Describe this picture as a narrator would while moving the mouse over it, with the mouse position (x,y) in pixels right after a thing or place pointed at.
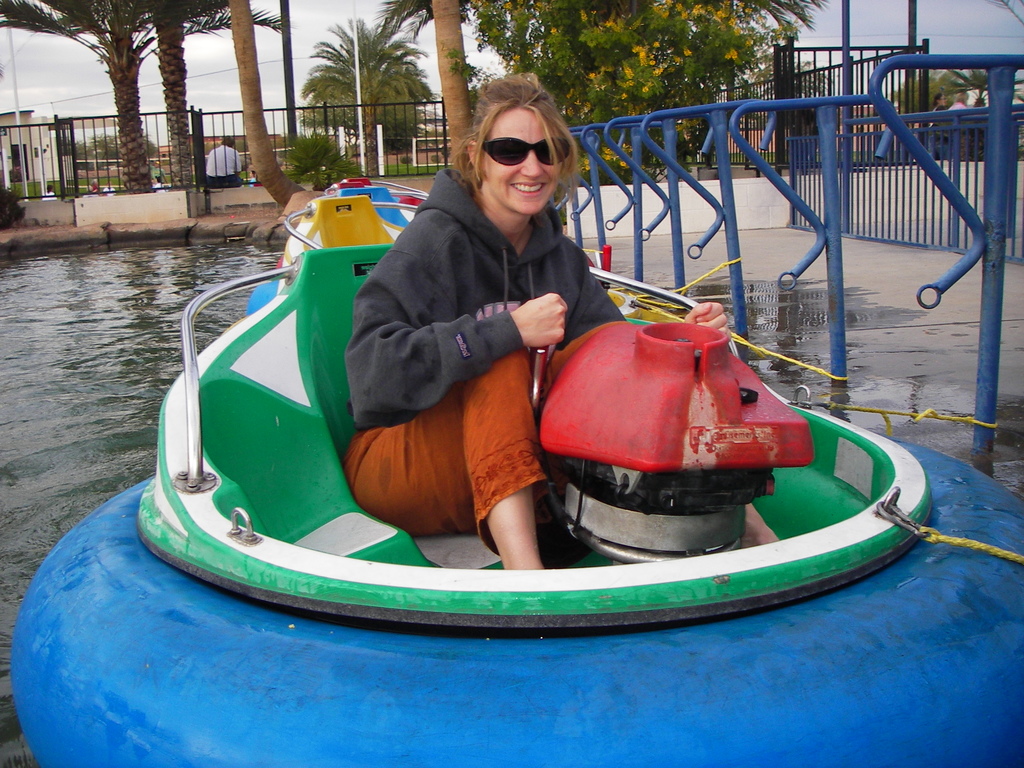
In this picture there is a woman (478,369) sitting on the boat (249,462). There are boats (270,327) on the water (70,260). At the back (229,181) there is a person (216,181) sitting behind the railing (198,173). There are trees (58,1), poles (991,86). On the right side of the image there are two people (944,107). At the top (941,32) there is sky (84,39). At the bottom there is water (35,264) and there is a floor (816,267).
